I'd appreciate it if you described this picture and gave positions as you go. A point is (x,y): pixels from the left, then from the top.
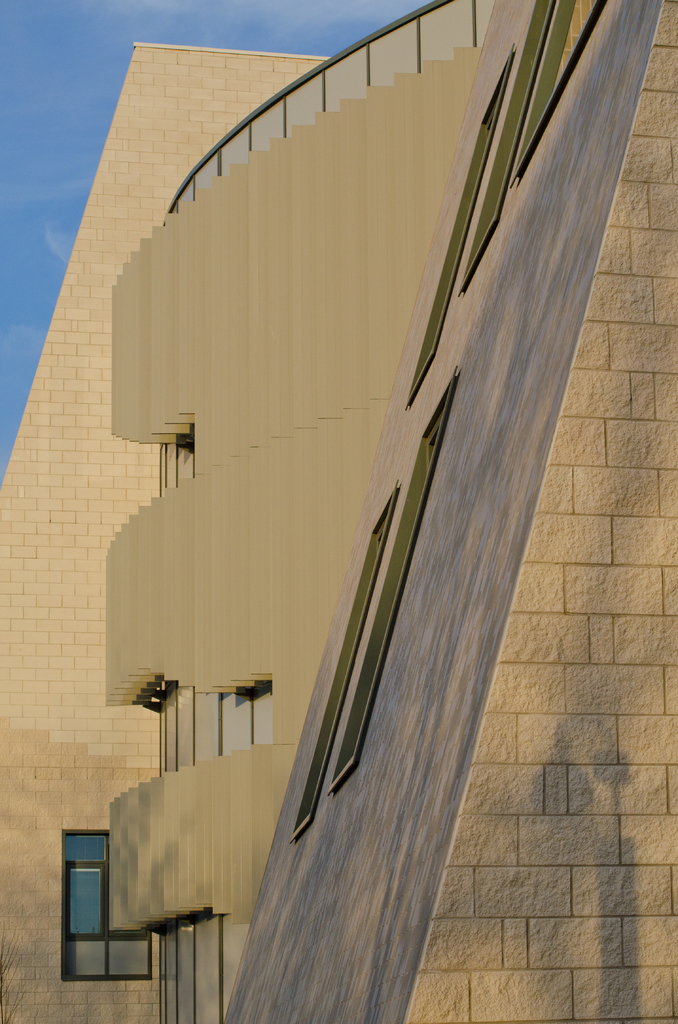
In this image, there are a few buildings (155,612). We can also see the sky (44,184).
